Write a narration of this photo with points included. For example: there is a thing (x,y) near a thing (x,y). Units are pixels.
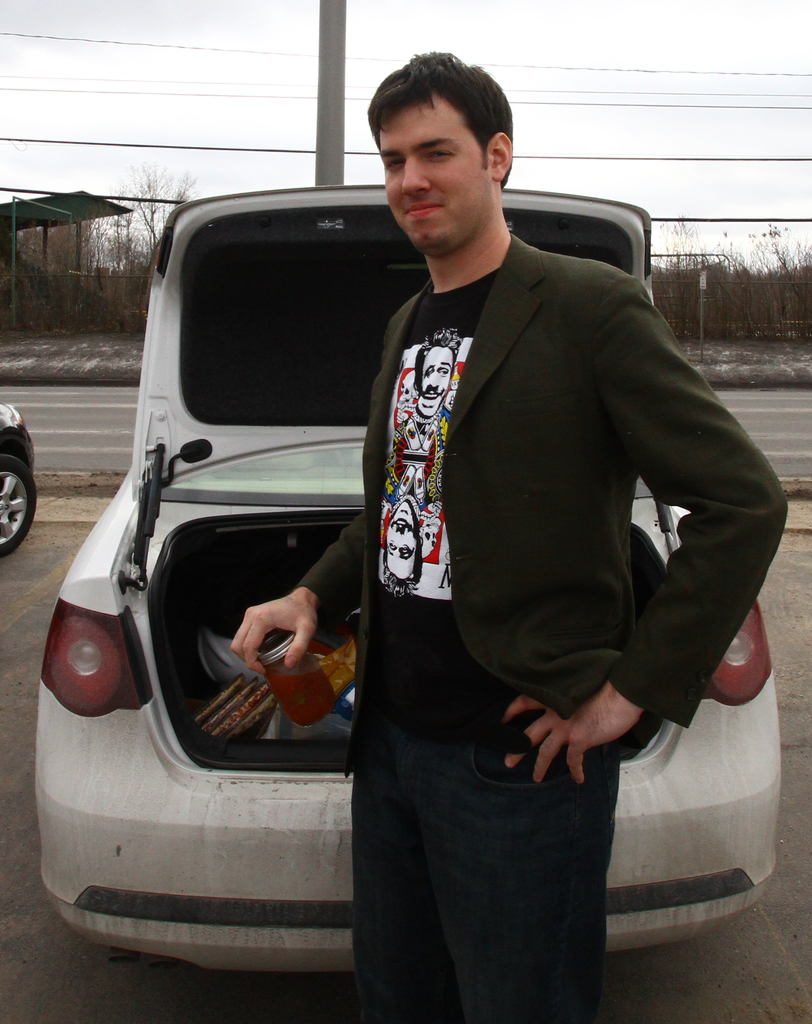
The man (658,483) in the front of the picture (493,541) wearing black T-shirt (417,441) and olive green blazer (476,618) is holding a glass jar (282,697) in his hand (292,636). He is smiling. Behind him, we see a white car (164,671) which is parked on the road (3,617). Behind that, we see the road (117,419) and a pole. In the background (34,277), there are trees (69,229) and a shed (49,230). At the top of the picture (188,152), we see the sky (604,129) and the wires (552,103).
